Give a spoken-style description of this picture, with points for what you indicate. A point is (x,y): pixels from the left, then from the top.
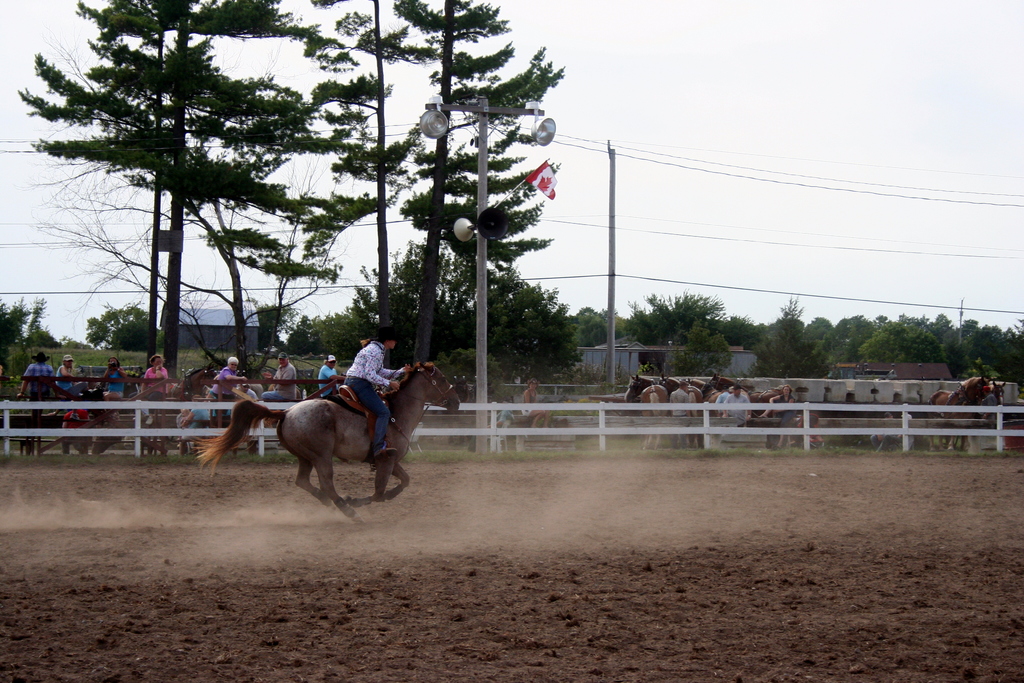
In this picture we can see a person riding a horse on the ground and in the background (454,427) we can see a fence (495,420), people (537,415), horses (633,379), trees (488,347), sheds (596,355), poles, sky (1000,5) and some objects (560,415).
